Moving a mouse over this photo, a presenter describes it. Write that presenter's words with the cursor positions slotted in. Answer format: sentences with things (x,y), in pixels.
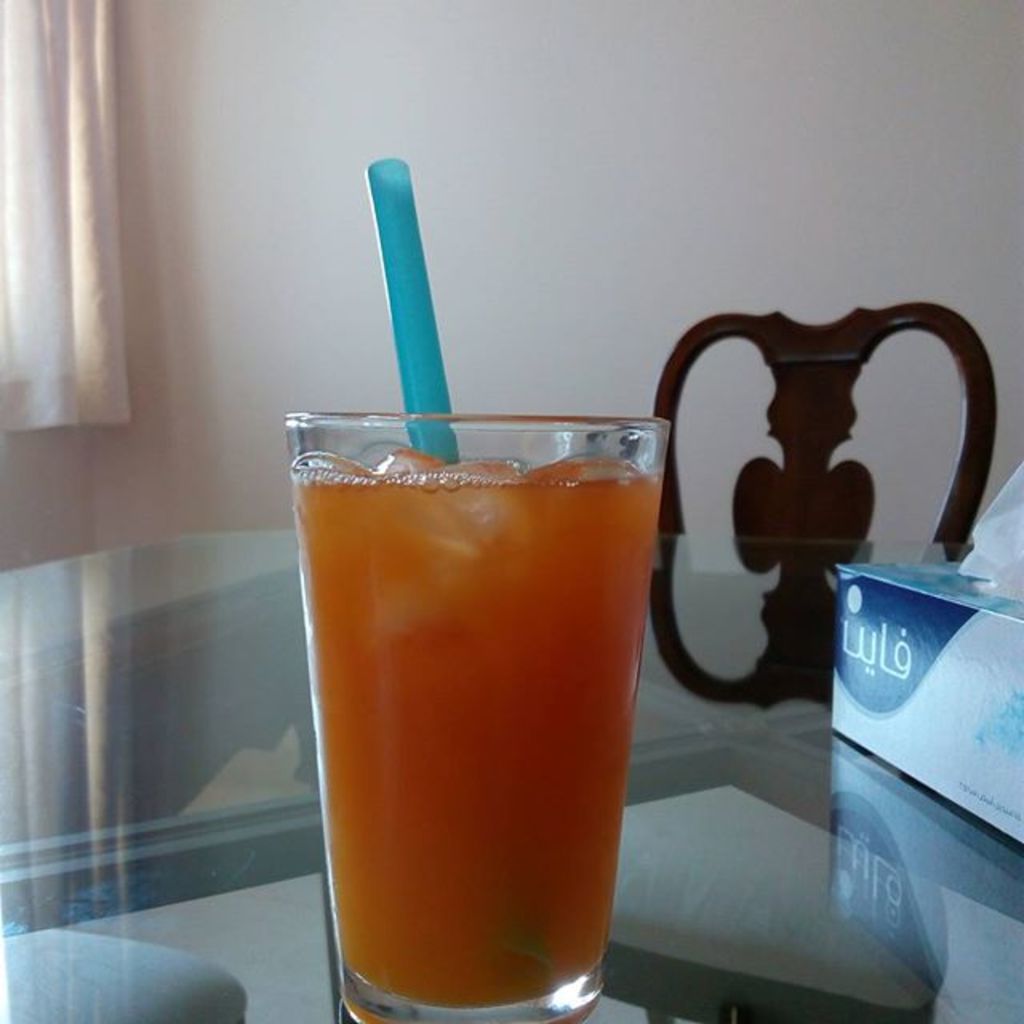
In this image at the bottom (795,775) there is a table (53,821), on the table (807,655) there is one tissue box (945,578), glass (511,736), and in the glass (446,588) there is straw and some drink (513,574). In the background (673,371) there is wall (611,331) and chair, on the left side (96,195) there is curtain (100,164).
